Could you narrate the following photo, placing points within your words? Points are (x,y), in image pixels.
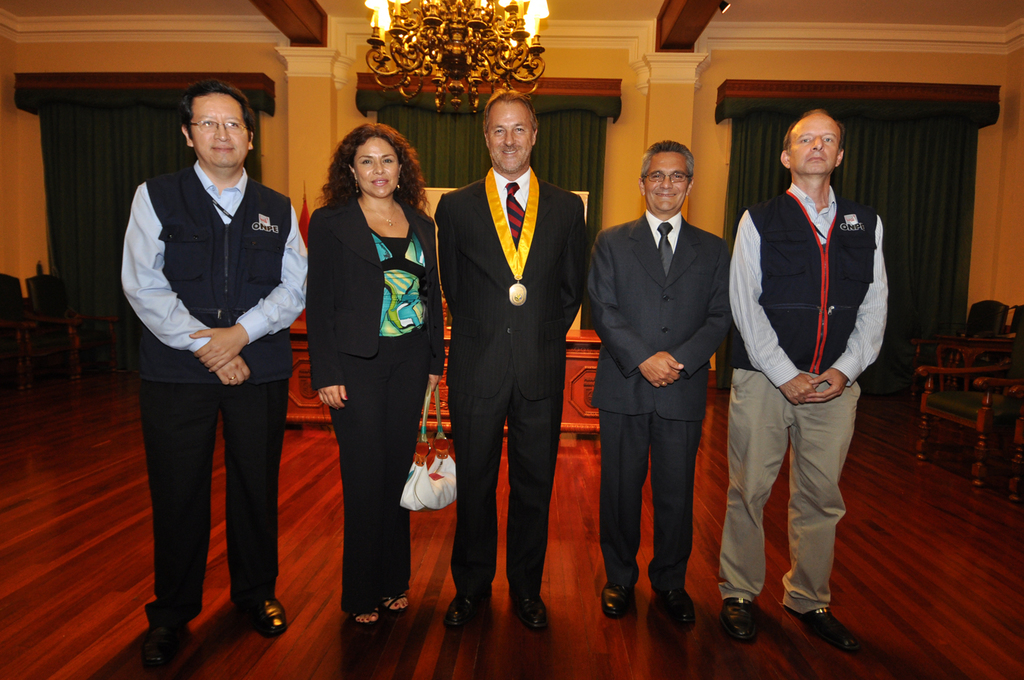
In the middle (460,451) a man (503,316) is standing, he wore a black color coat (528,309). Beside a woman (431,364) is standing and few other men (810,281) are also standing. On the right side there are chairs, in the middle (536,333) a man (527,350) is standing he wore a black color coat (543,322).
